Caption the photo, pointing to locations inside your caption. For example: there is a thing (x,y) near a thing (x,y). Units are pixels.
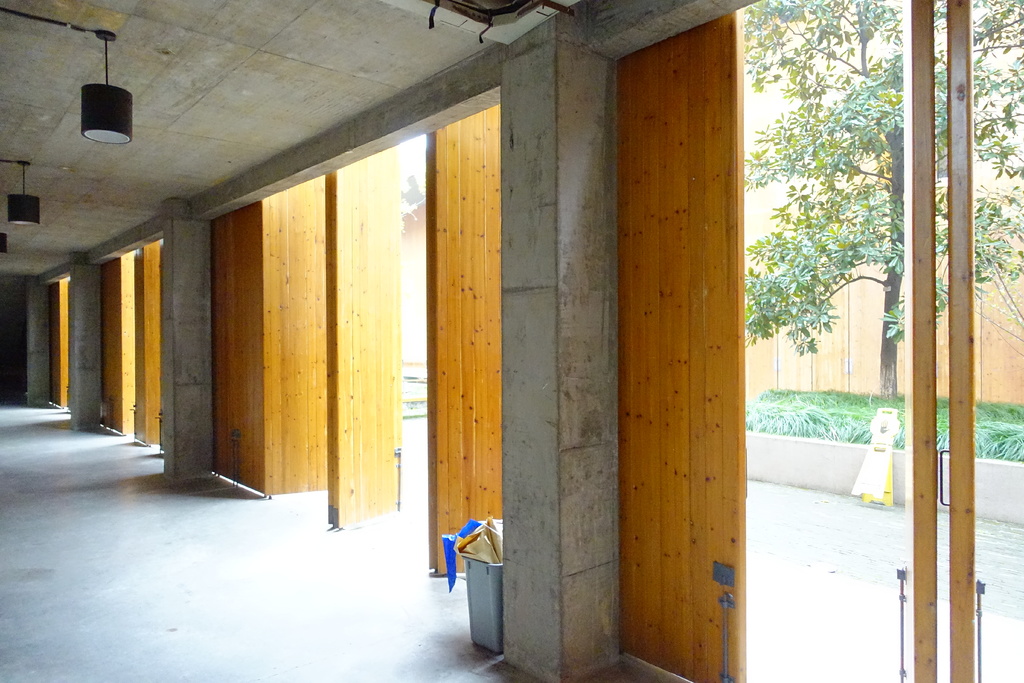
In this image I can see pillars (584,351), lights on the ceiling (155,148) and some other objects (477,532) on the floor (443,591). Here I can see a tree (872,242), plants (903,434), wall (898,493) and some other objects (875,459) on the ground (820,491).
